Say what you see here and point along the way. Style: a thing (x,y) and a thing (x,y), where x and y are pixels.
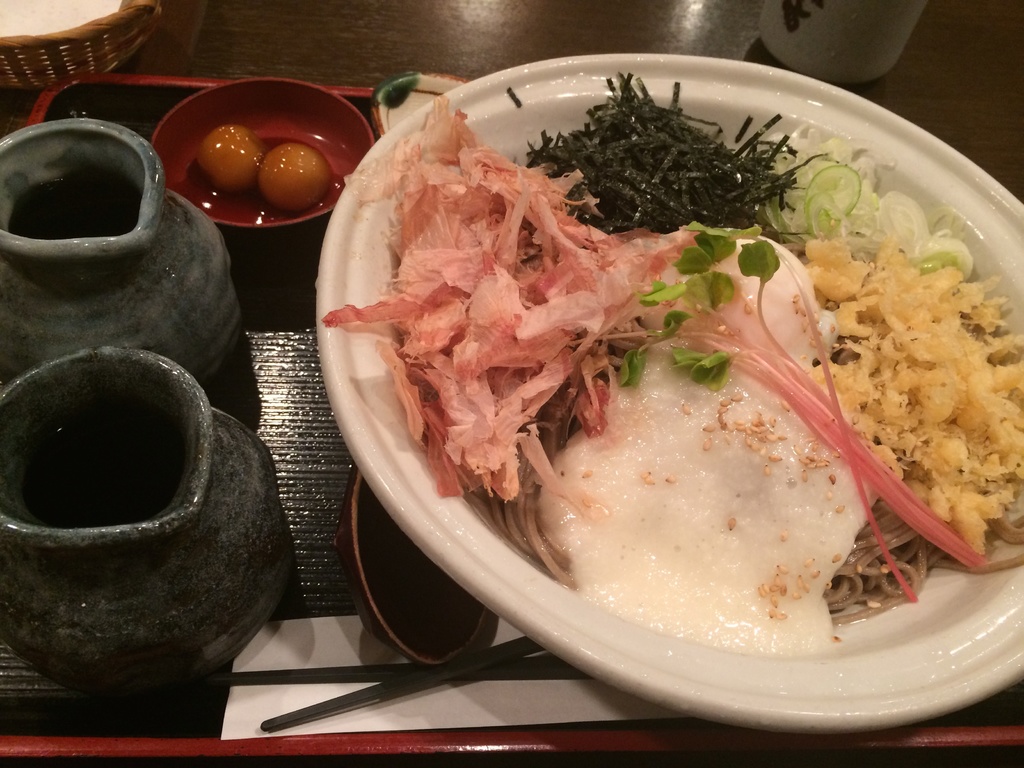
In this image we can see a serving (487,161) which consists of serving plate (498,95) with food (711,443) on it, a bowl (287,133) with egg yolks (279,157) on it and cutlery (438,670).
